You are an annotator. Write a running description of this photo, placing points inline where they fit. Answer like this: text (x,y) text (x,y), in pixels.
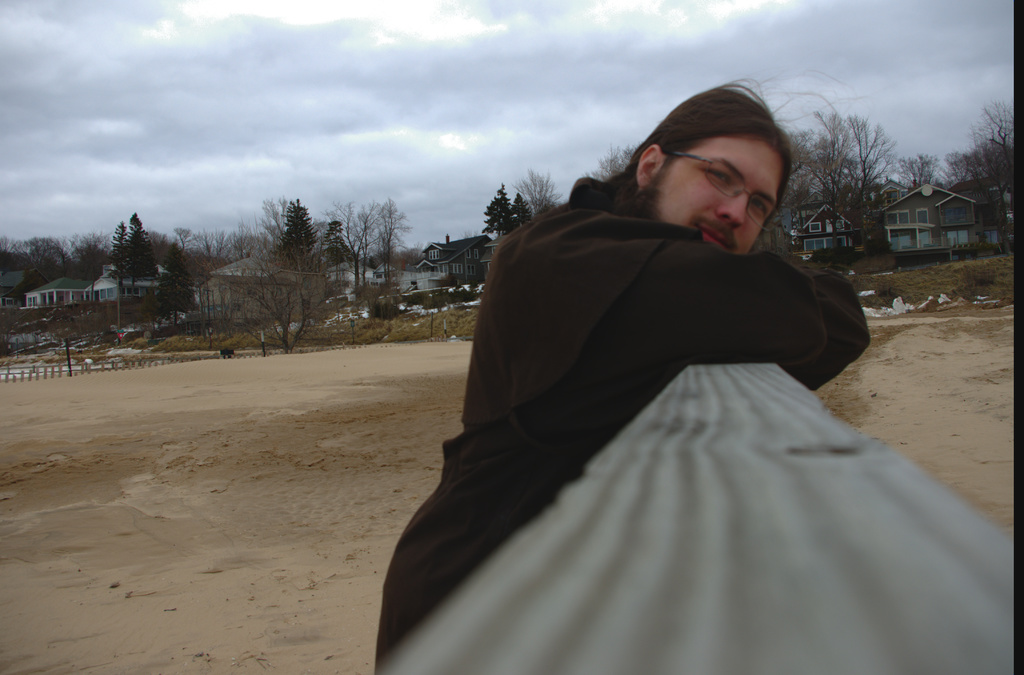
In this picture, we can see a person (578,309) resting his hands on an object (746,501), we can see the ground (313,456) with plants (442,324), trees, poles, building (904,259) with windows (65,294), and the sky (308,117) with clouds (275,87).
